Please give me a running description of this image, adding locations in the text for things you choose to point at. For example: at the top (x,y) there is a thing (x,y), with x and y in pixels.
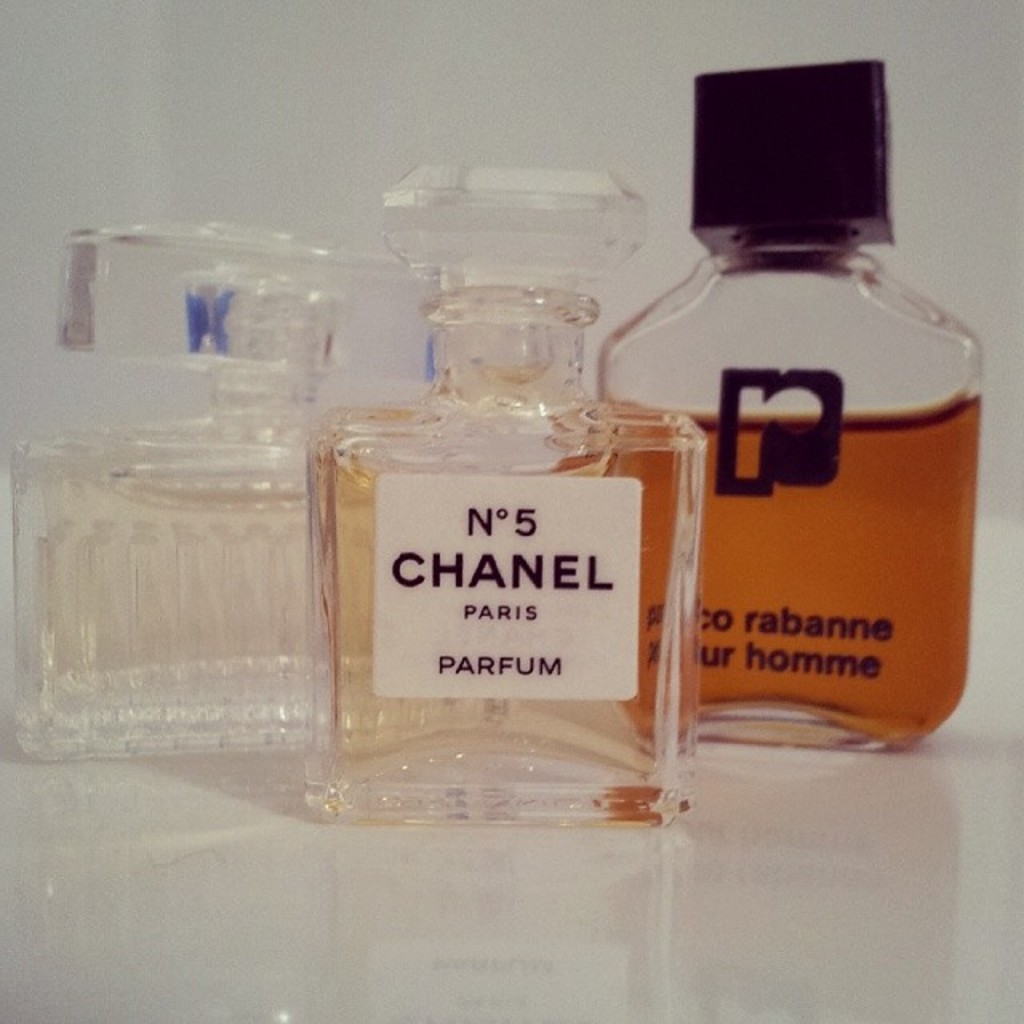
In the middle of the image (412,410) there are three perfume bottles (607,502) on the white surface (829,758). There is a text (483,560) on the perfume bottles (782,560). There is a perfume (254,507) in the bottles (576,445). In this image the background (156,73) is white in color. At the bottom of the image (338,889) there is a white surface (324,956) and it is glossy.
